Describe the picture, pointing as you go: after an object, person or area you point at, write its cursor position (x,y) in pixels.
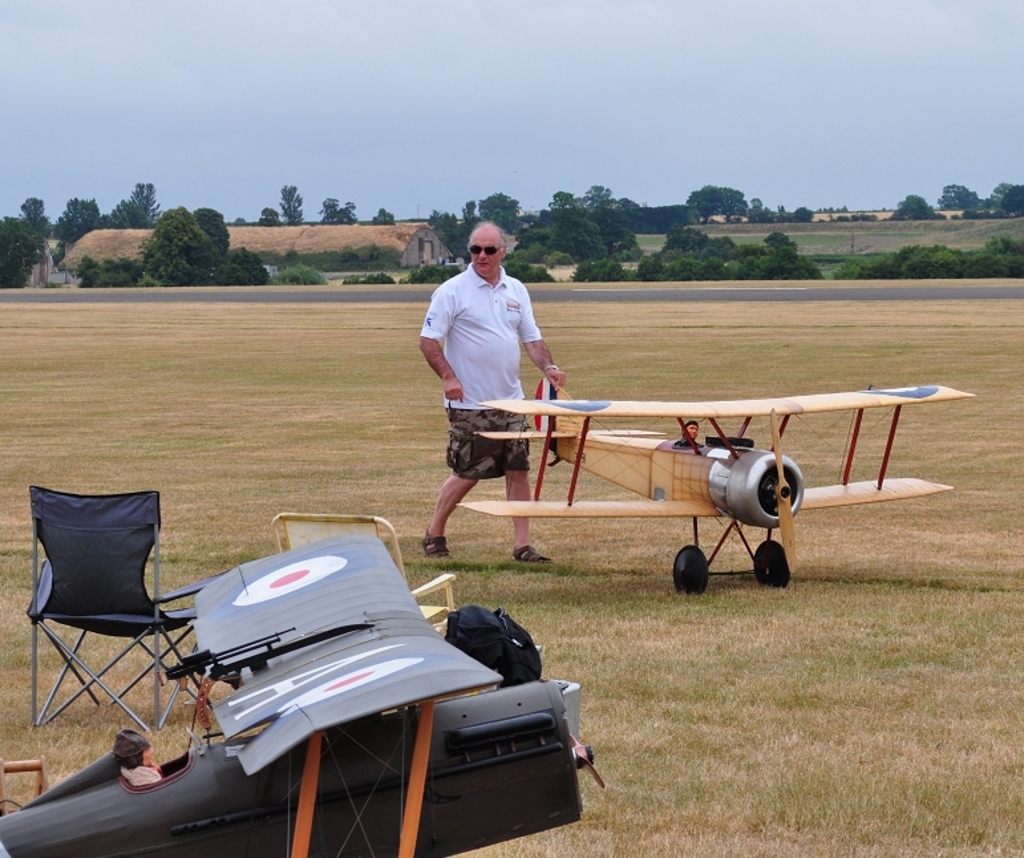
As we can see in the image there is a sky (380,121), trees (598,198), planes (416,629), chair (79,587) and a man (511,445) standing over here.
